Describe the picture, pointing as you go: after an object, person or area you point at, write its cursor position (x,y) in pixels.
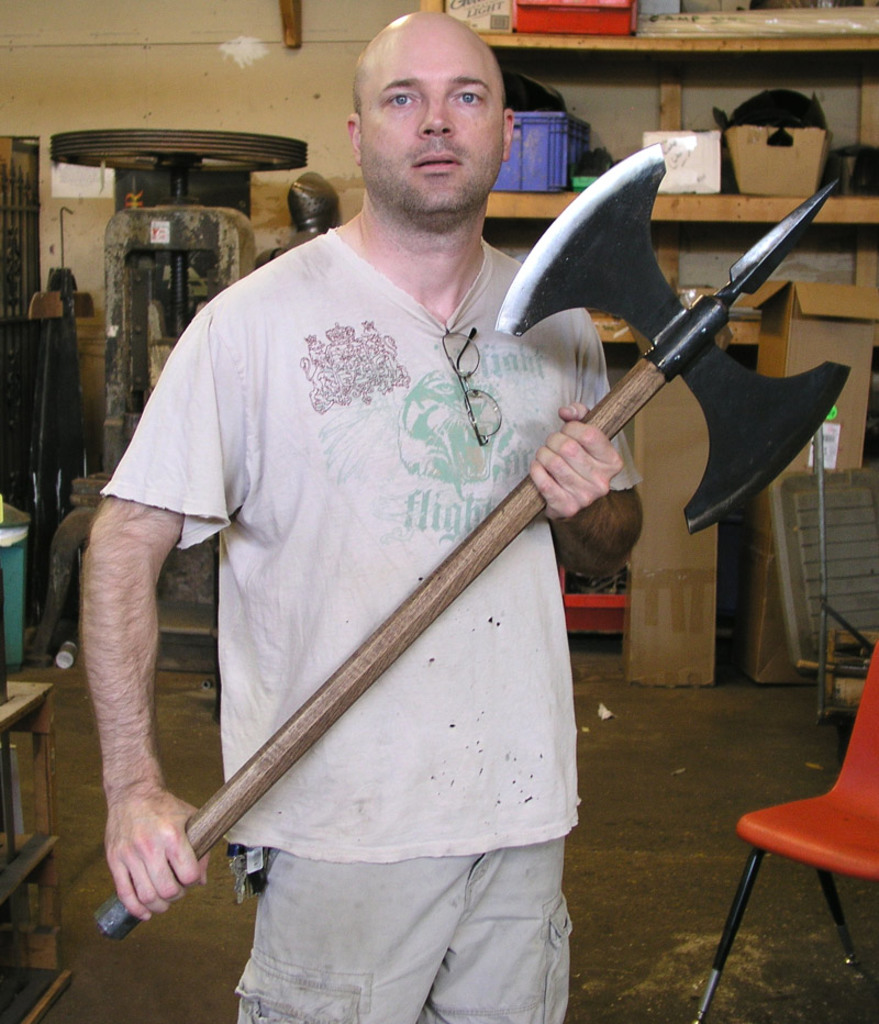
In this image we can see a man (134,656) standing in the center (543,360) and he is holding a weapon (679,348) in his hand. In the background (871,871) we can see a chair (827,875).
